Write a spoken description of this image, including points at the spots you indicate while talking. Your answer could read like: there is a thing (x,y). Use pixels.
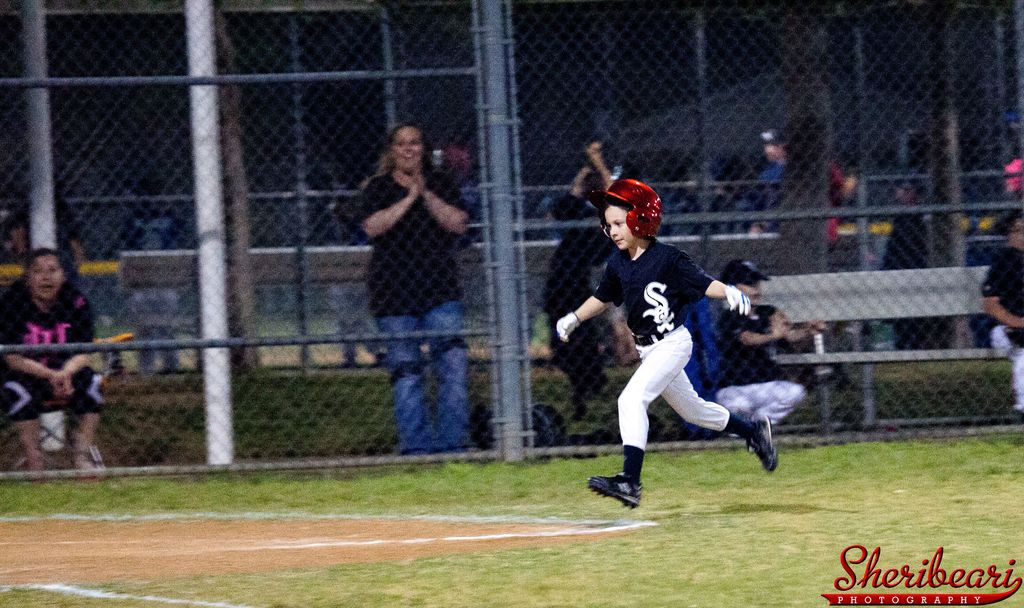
In this image there is a boy (652,245) wearing a helmet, visible on ground (653,528), there is a fence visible in the middle (569,232), behind the fence (792,95) there are few people (41,271) visible, bench (920,287) is visible.
